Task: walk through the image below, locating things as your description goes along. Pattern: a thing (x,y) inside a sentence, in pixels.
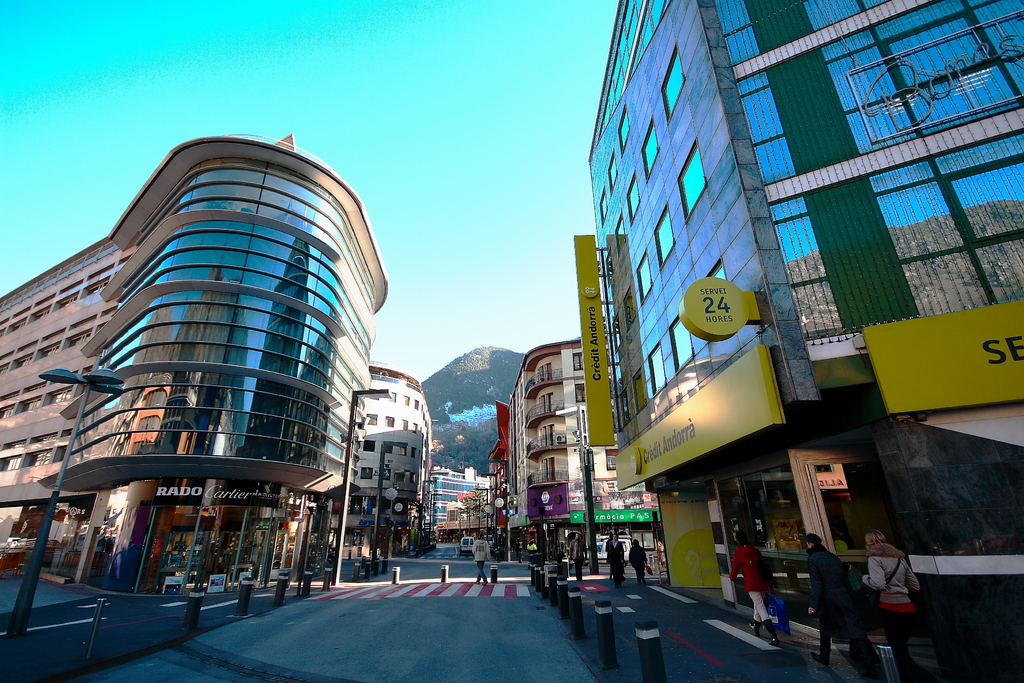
Buildings (756,173) with glass windows (886,217). On these buildings (630,319) there are hoardings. In-front of these buildings (445,516) there are people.
